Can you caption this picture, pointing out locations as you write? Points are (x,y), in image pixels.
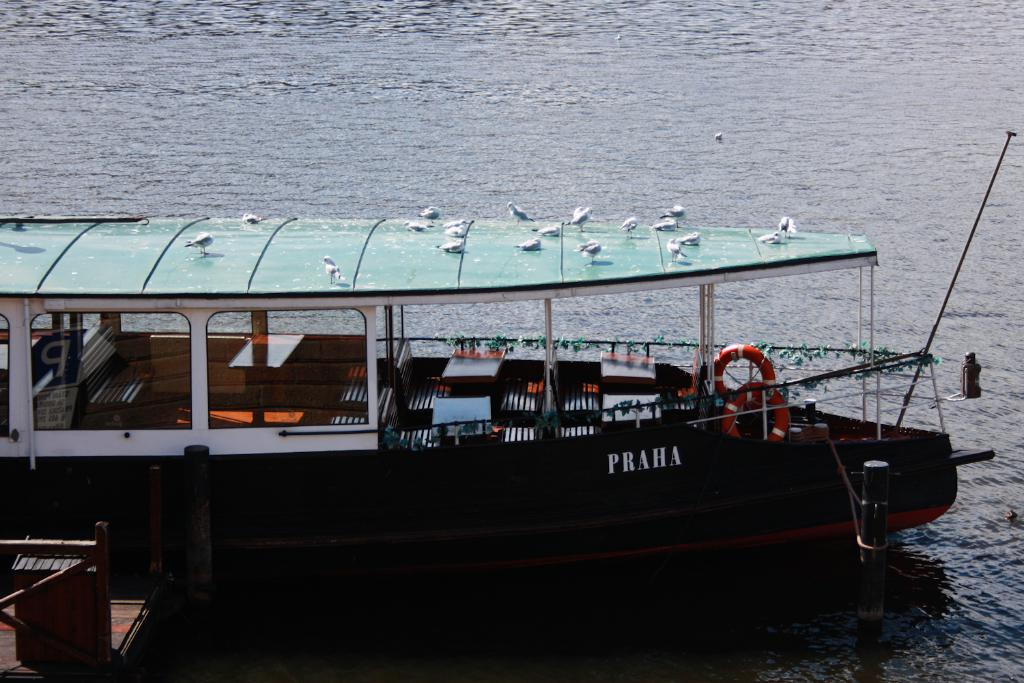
In the foreground of this image (396,443), there is a boat (548,445) on which there are few birds (528,246). In the left bottom corner (84,649), it seems like a dock (54,664) and at the top (464,102), there is water (515,91).
